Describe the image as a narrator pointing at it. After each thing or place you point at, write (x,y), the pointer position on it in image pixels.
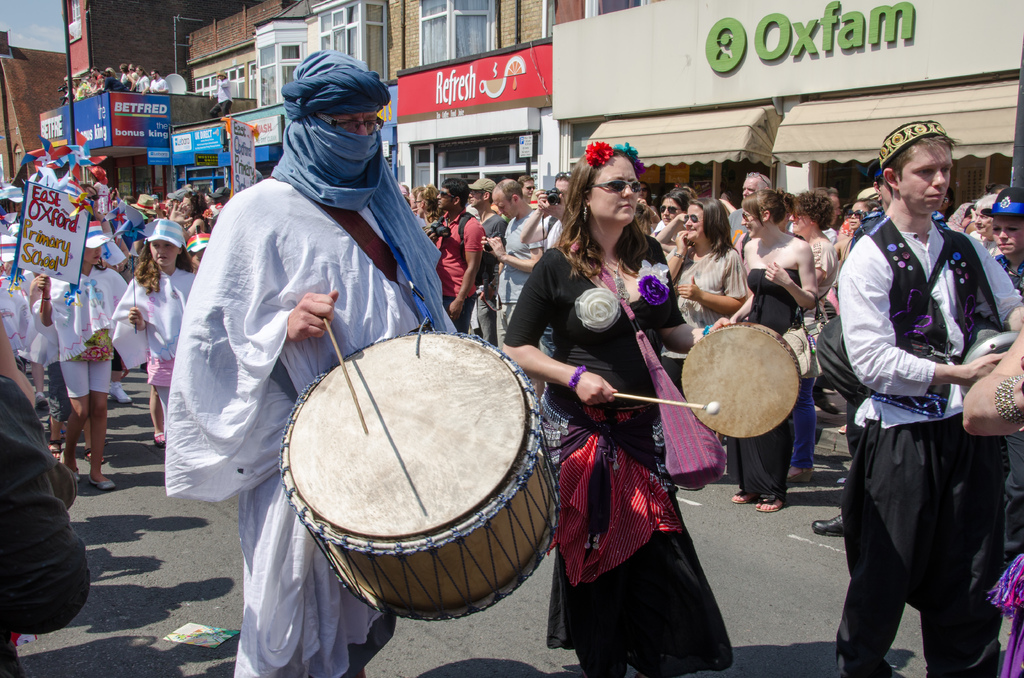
Here we see few buildings (416,49) and some group of people (69,464) walking all the streets (683,506) and a man (389,271) playing drums (557,489) and even a woman (604,626) playing a small drum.
